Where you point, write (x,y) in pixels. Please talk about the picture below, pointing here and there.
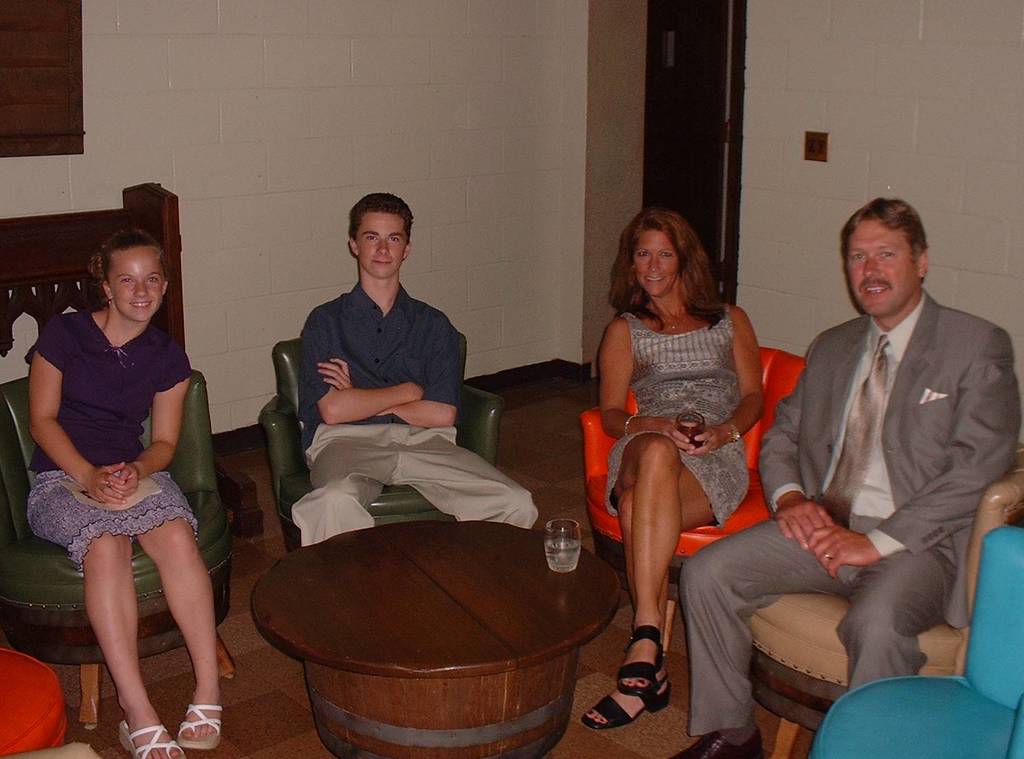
In this image we can see a four people (131,314) who are sitting on chairs (2,514) and they are smiling. This is a wooden table (412,650) which is in the center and a glass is kept on it.
